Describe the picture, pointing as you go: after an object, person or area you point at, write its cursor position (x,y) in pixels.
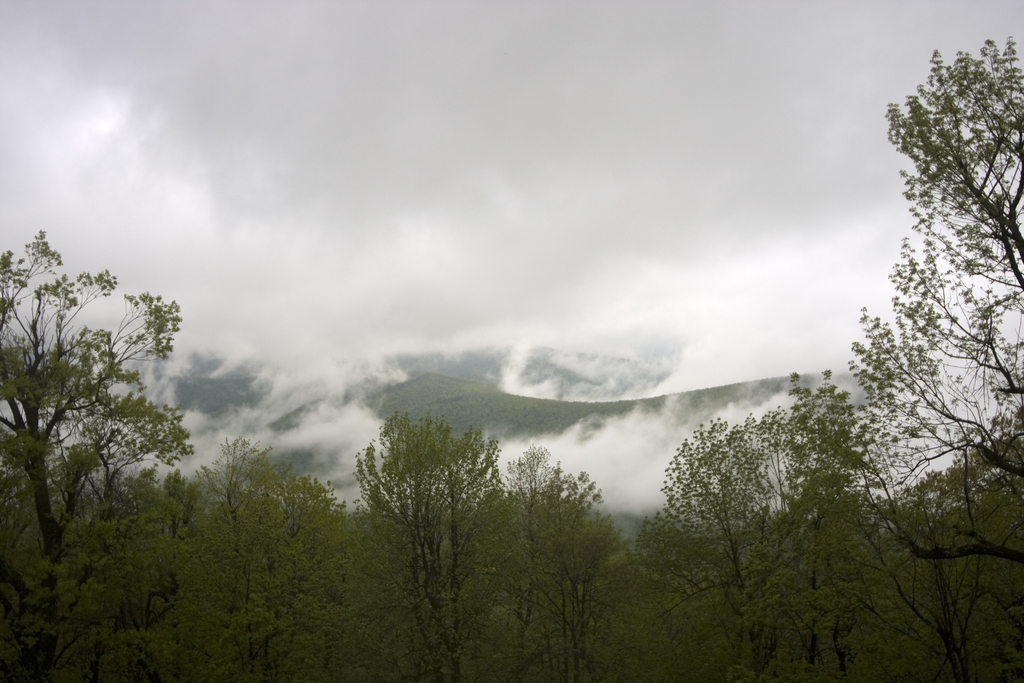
In this image at the bottom (672,496), there are trees (691,455). In the middle (531,273) there are hills (505,398), fog (590,438), sky (513,163).
